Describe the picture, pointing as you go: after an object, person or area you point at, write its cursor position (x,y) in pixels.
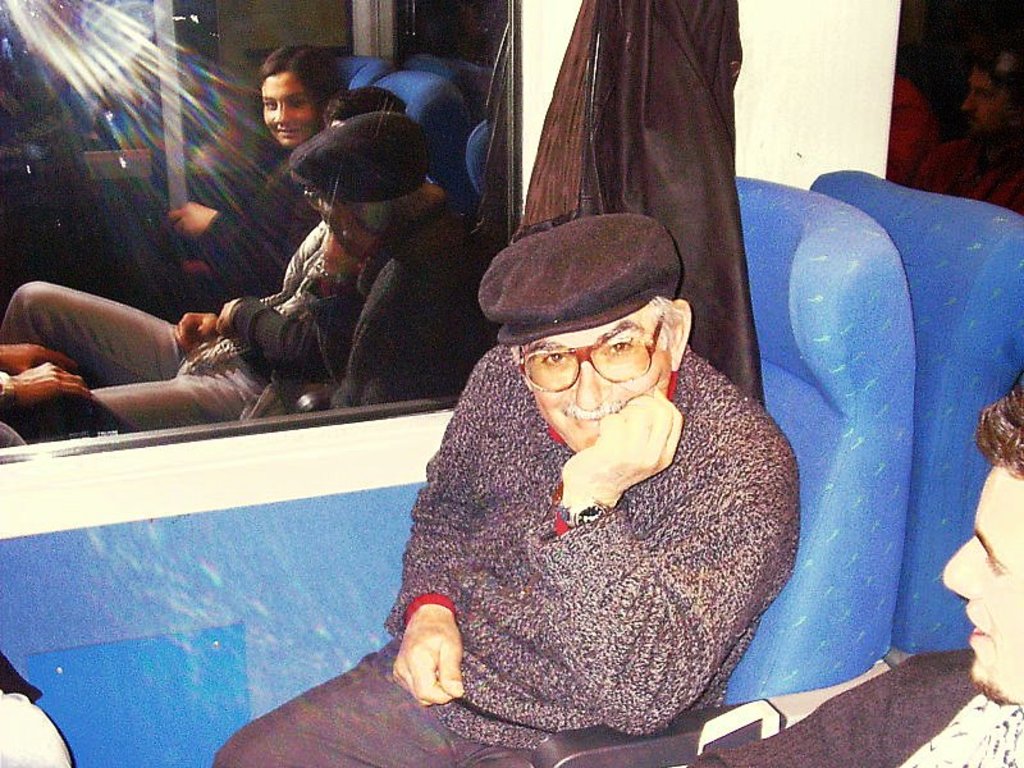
In this image I can see two persons (557,436) sitting. In the background (4,170) I can see the window (335,158) and the wall (848,73) is in white color.
